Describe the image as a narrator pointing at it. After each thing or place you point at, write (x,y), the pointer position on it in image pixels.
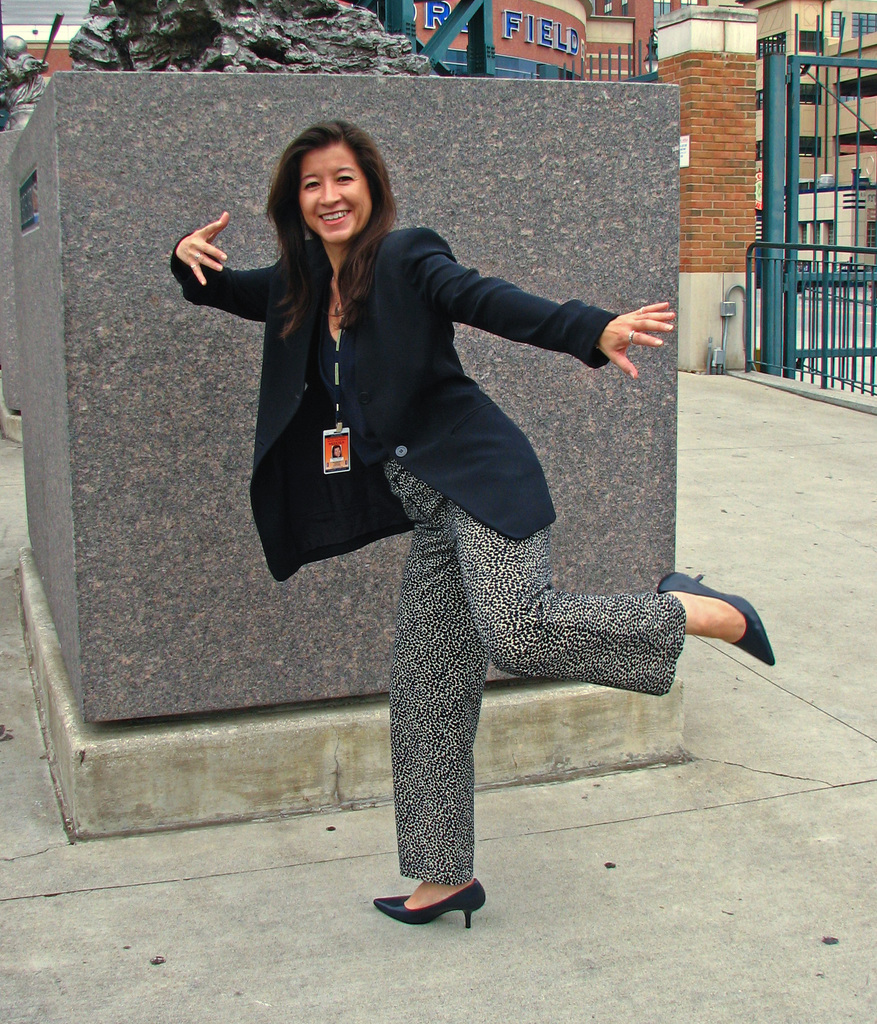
In the center of the image (325,347) there is a woman (460,631) standing on the floor (531,938). In the background (703,173) we can see statue (486,173), buildings (739,79) and gate (776,194).
